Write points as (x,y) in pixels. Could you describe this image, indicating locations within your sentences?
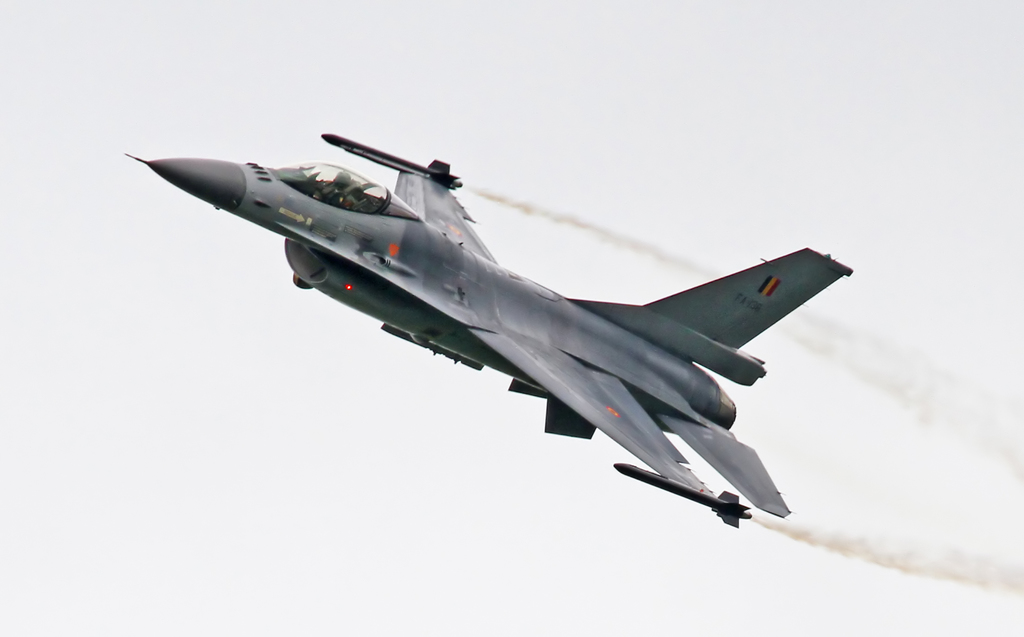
In this image there is a jet plane (621,393) flying in the air (413,457). The jet plane (610,344) is releasing the smoke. There is a person (347,188) in the jet plane (358,236). Background (388,178) there is sky (453,436).
